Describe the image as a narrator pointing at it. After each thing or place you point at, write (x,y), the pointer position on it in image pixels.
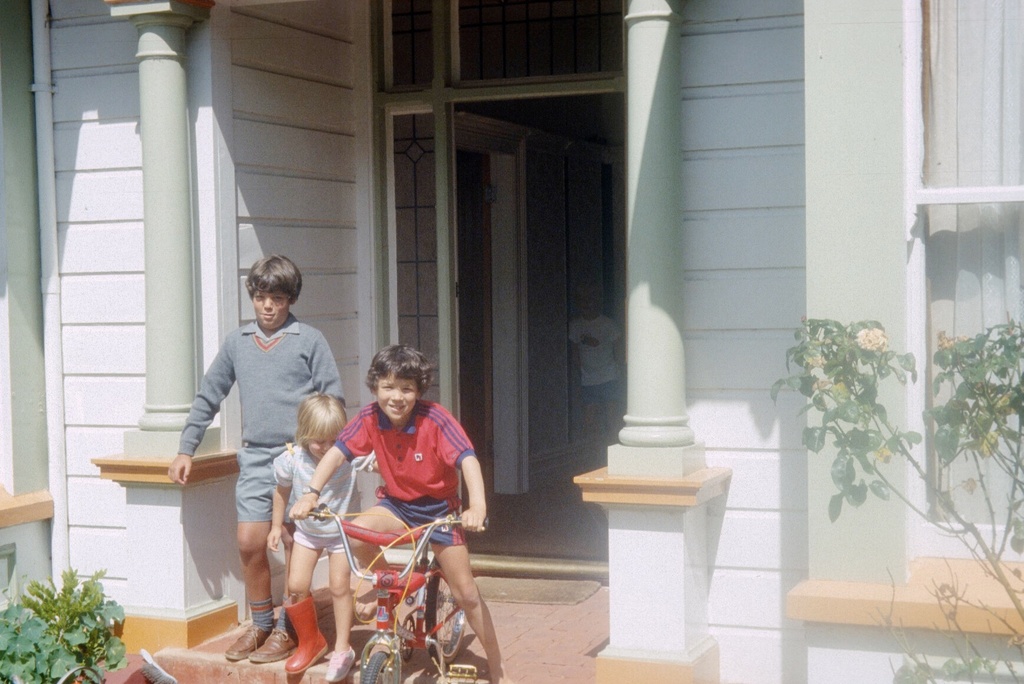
This image is clicked outside the house (537,542). In this image there are four persons (590,342), three are outside and one is inside the house (558,351). In the front (424,492) there is a boy (465,554) sitting on a bicycle (375,660) wearing red color t-shirt (449,458). To the left bottom (43,642) there is a plant (33,634). In the background (888,139) there is a door (523,104) and wall (267,133).
